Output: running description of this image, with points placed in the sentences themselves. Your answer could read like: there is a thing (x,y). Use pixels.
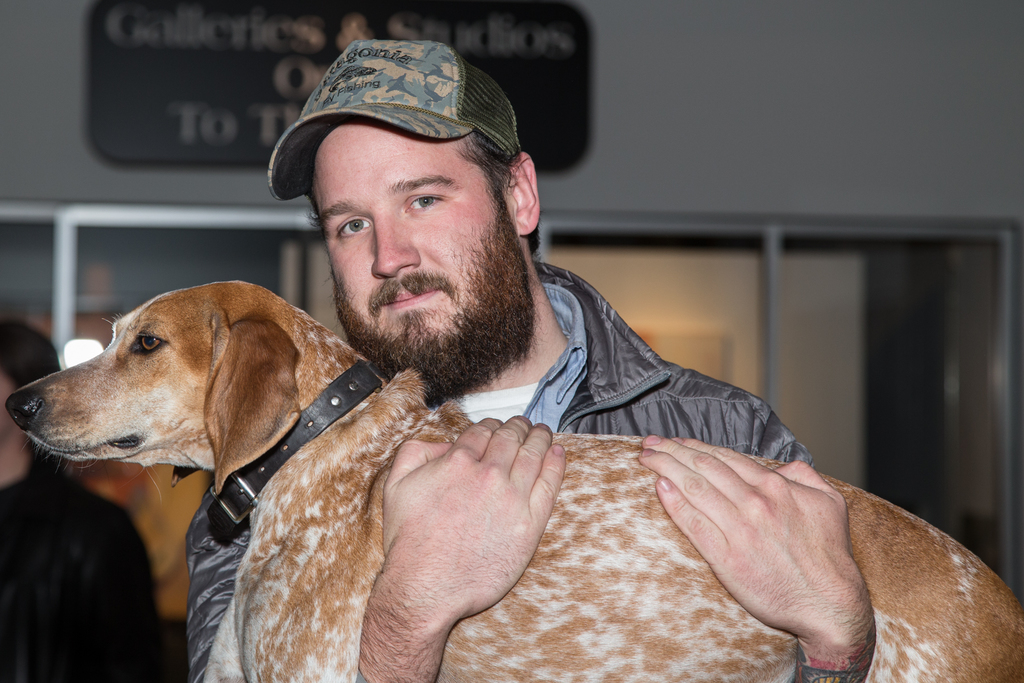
This man (651,381) wore jacket (612,365), cap (422,125) and holding a dog (368,552). Far there is a person (43,553) is standing. A board (569,119) is on wall (668,102).
